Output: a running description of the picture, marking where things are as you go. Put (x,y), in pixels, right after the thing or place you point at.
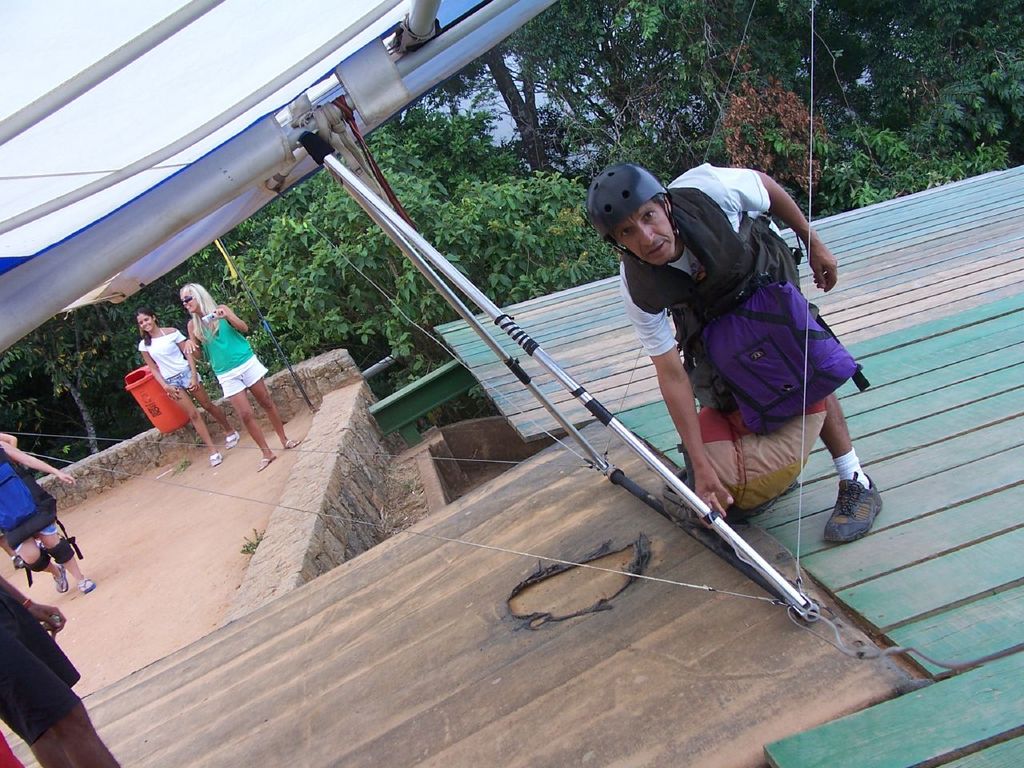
In the picture I can see people (51,640) are standing on the ground (187,636) among them the man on the right side (685,323) is standing on a wooden surface (904,580) and wearing a helmet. In the background (459,405) I can see trees (370,321) and some other objects (353,160).
